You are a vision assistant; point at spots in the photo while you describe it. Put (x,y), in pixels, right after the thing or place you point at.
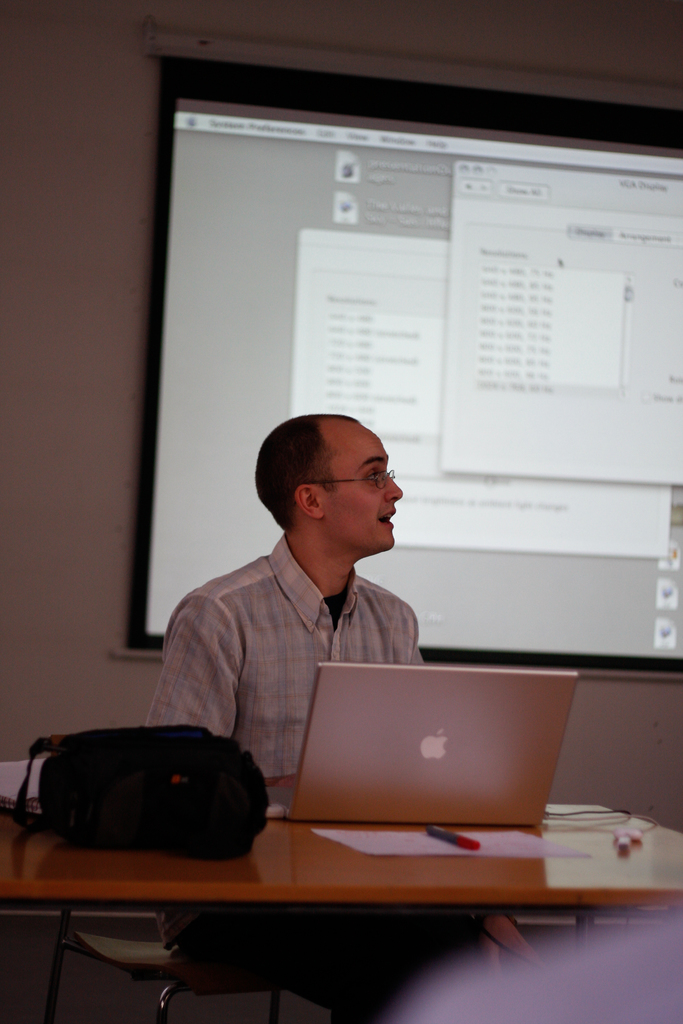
In this image there is a man (346,1000) sitting in chair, and on table (635,822) there are laptop (334,773), bag (250,789), pen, papers (406,836) and the back ground (135,185) there is screen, wall (49,450).
